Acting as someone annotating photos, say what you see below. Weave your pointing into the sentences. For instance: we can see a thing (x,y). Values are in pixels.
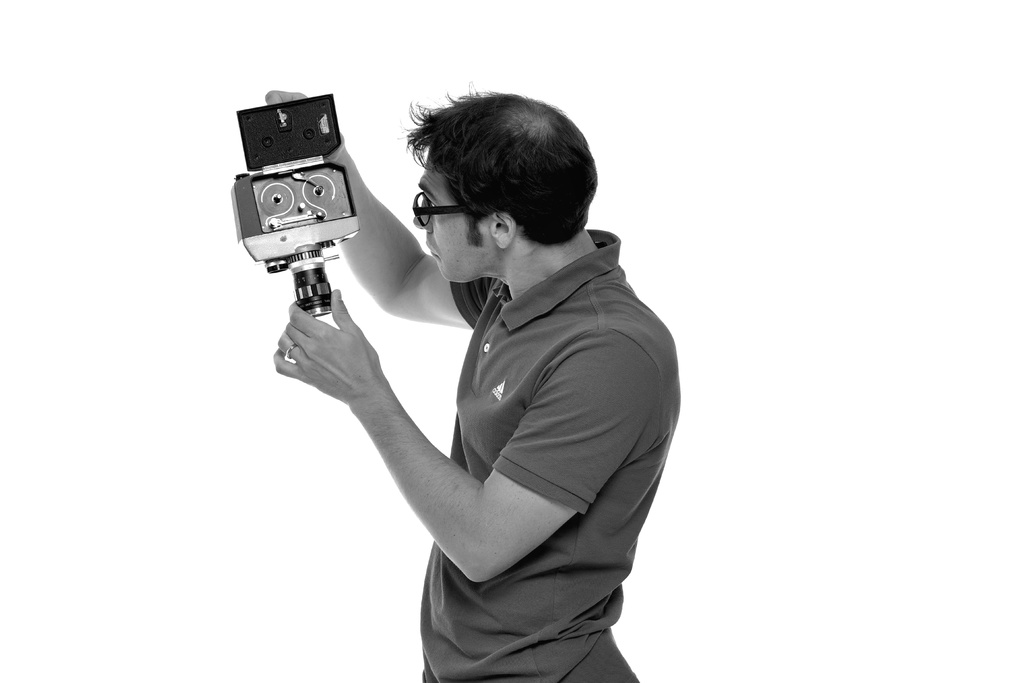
In this image this person (584,452) is holding something in his hands (291,320) and looking at it.
